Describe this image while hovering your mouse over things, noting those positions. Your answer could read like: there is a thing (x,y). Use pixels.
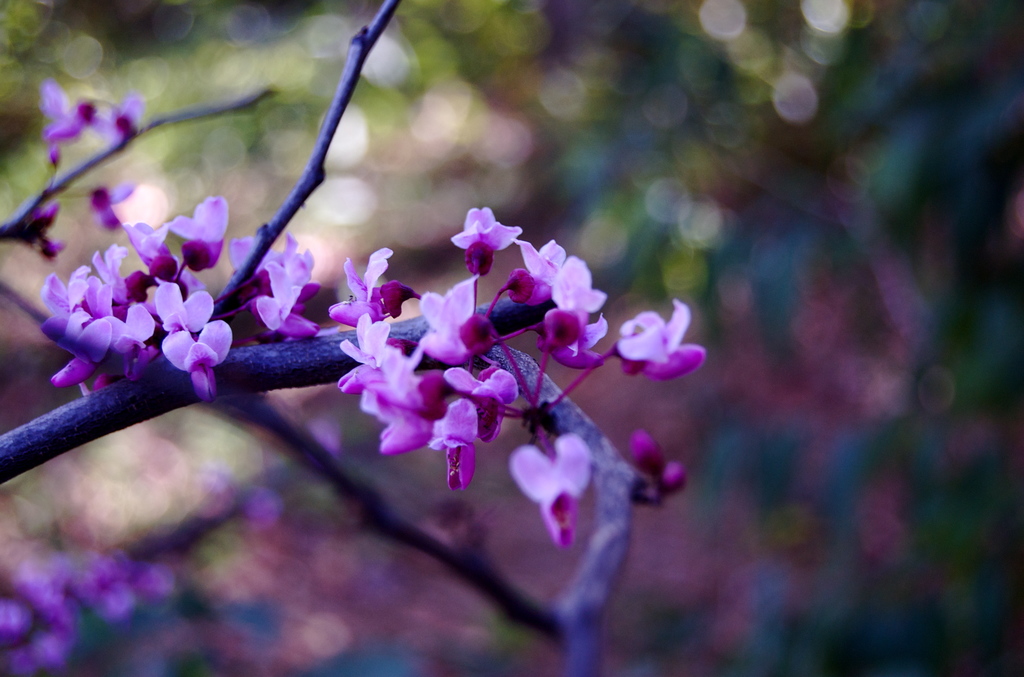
In this picture we can see the flowers (140,290) to the branch (229,307). Behind the flowers (145,244) there is a blurred background (631,572).
